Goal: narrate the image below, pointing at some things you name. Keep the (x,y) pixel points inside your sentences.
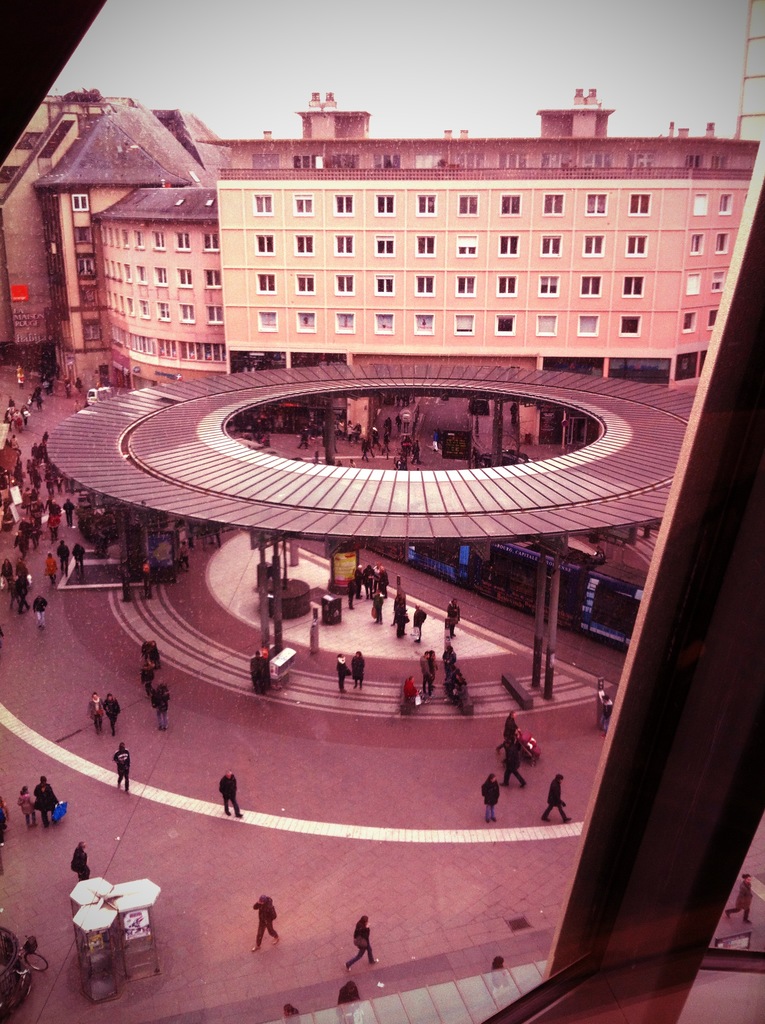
In this image there is a roof (498,476) having pillars (538,662). Under the roof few persons (255,688) are standing. Few persons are walking. Left bottom there is an object (138,909). Background (564,246) there are few buildings (669,150). Top of the image (481,53) there is sky (523,45).
